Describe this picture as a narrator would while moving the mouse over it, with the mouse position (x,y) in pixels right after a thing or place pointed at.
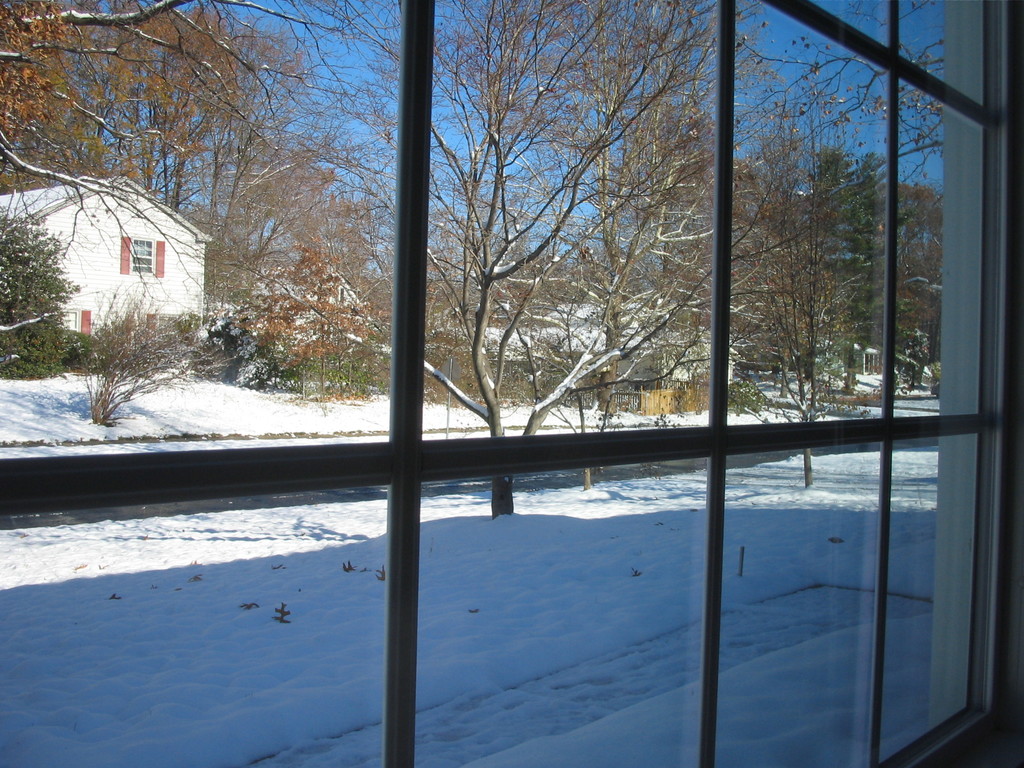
In this picture we can see many trees (568,269). On the left (95,263) there is a building (57,230) near to the plants (166,363). At the bottom (505,712) we can see the window (853,706). Through the window (923,428) we can see the snow (542,634). At the top (319,34) there is a sky (379,7).
